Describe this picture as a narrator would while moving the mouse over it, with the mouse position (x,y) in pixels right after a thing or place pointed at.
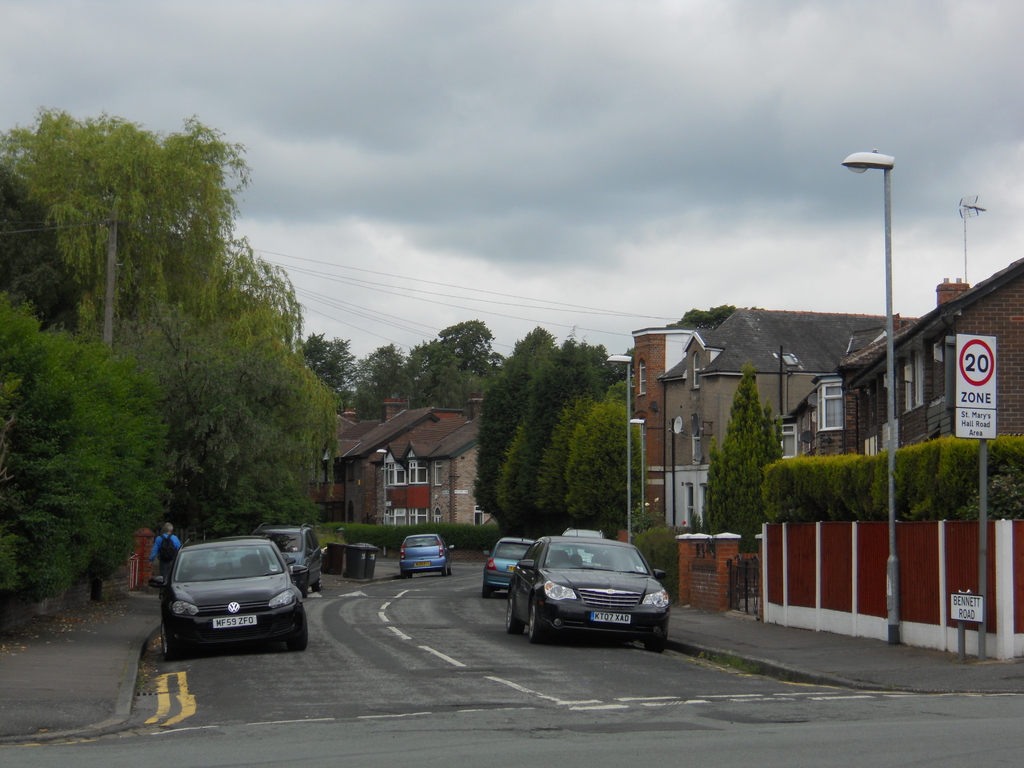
In this picture we can see few cars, trees (291,338), poles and buildings (651,351), on the left side of the image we can see a person (155,552), the person (162,564) walking on the pathway (120,597), on the right side of the image (987,397) we can see few sign boards (972,386), in the background (571,233) we can see clouds (565,221).
